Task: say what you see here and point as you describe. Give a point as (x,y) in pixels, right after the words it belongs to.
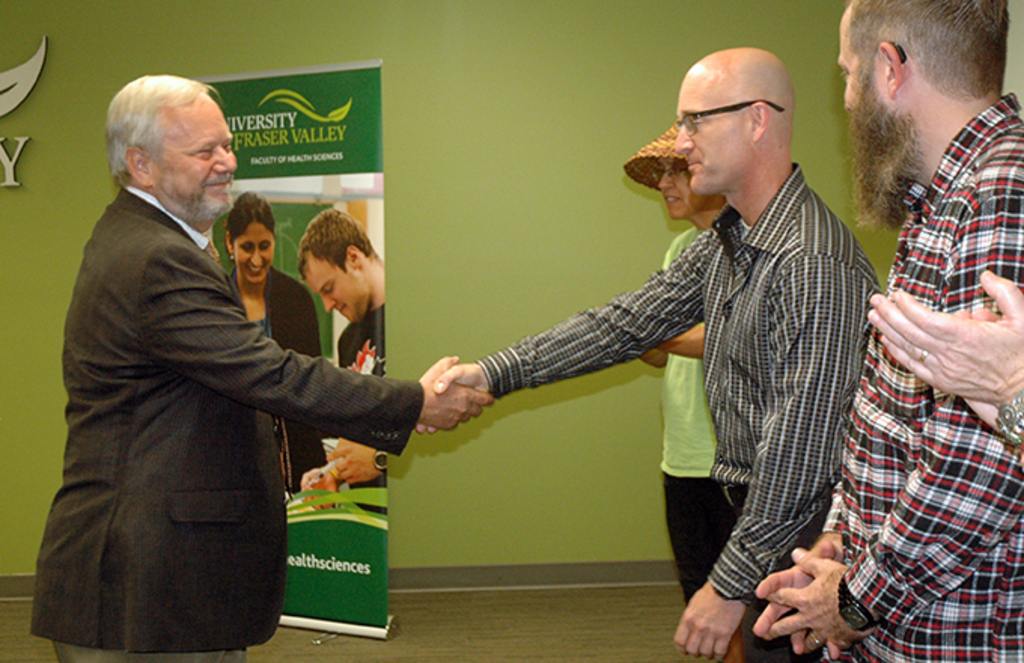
In this image there are group of people (666,273) and in the center (347,390) there are two people (209,375) who are shaking hands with each other, and one person (934,357) is clapping. And in the background (387,204) there is a board (347,221) and wall (447,186), on the board (264,148) there is text (251,147) and depiction of two people (337,266). And on the left side of the image (16,170) there is text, at the bottom of the image (628,620) there is floor (465,630).
